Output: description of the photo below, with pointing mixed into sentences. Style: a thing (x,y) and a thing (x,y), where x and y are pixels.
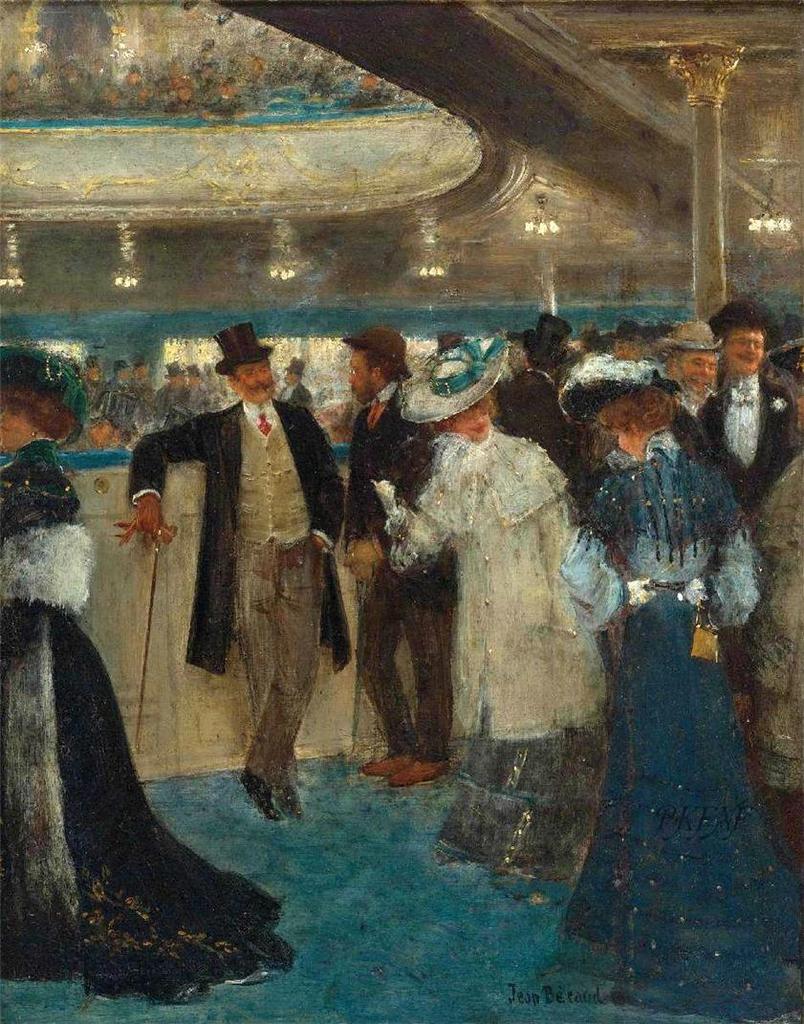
This is a painting. People (298,570) are present wearing hats (662,339). There is a blue surface (332,950).
